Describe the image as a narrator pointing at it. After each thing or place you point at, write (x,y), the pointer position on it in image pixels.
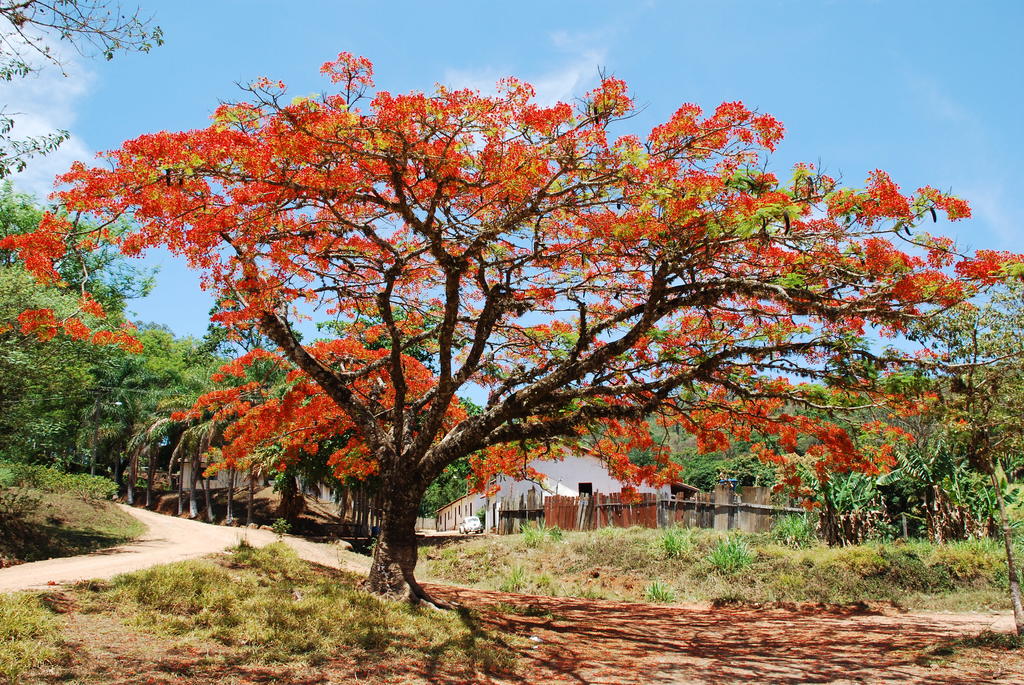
In this image I can see few flowers (114,337) in red color, background (762,20) I can see few trees (9,388) in green color, the building (560,464) in white color and the sky (446,47) is in blue and white color.
